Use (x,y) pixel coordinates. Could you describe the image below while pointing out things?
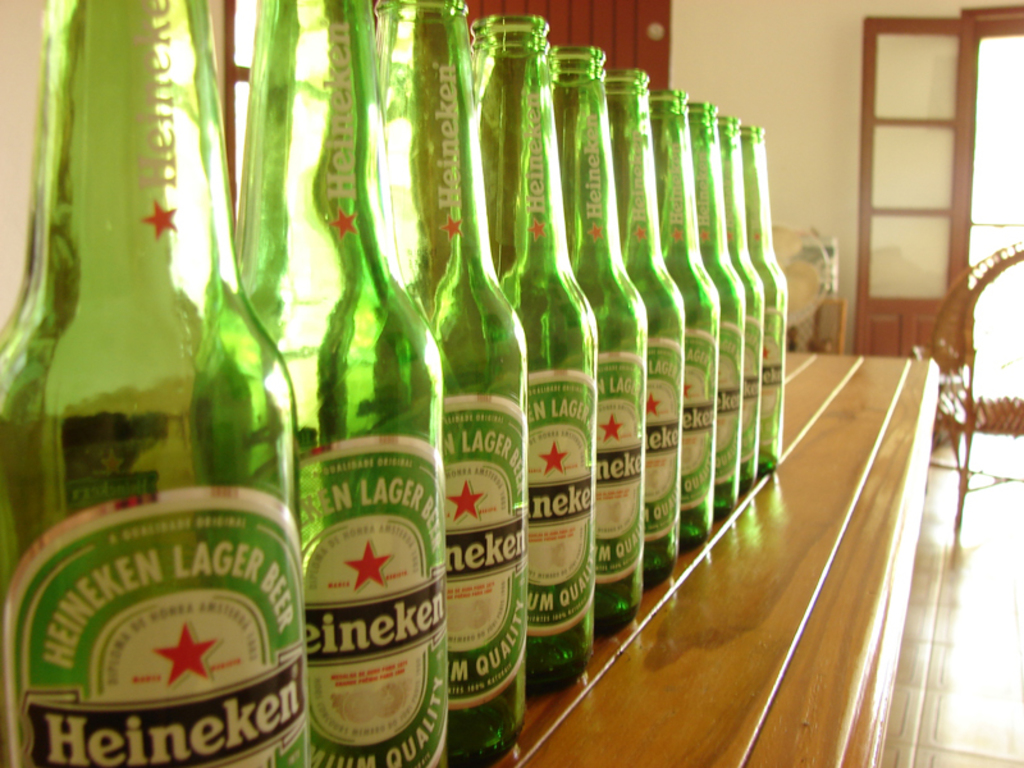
There are many beer bottles (639,494) on the table (745,551). On the right (951,246) there is a door (941,302).
